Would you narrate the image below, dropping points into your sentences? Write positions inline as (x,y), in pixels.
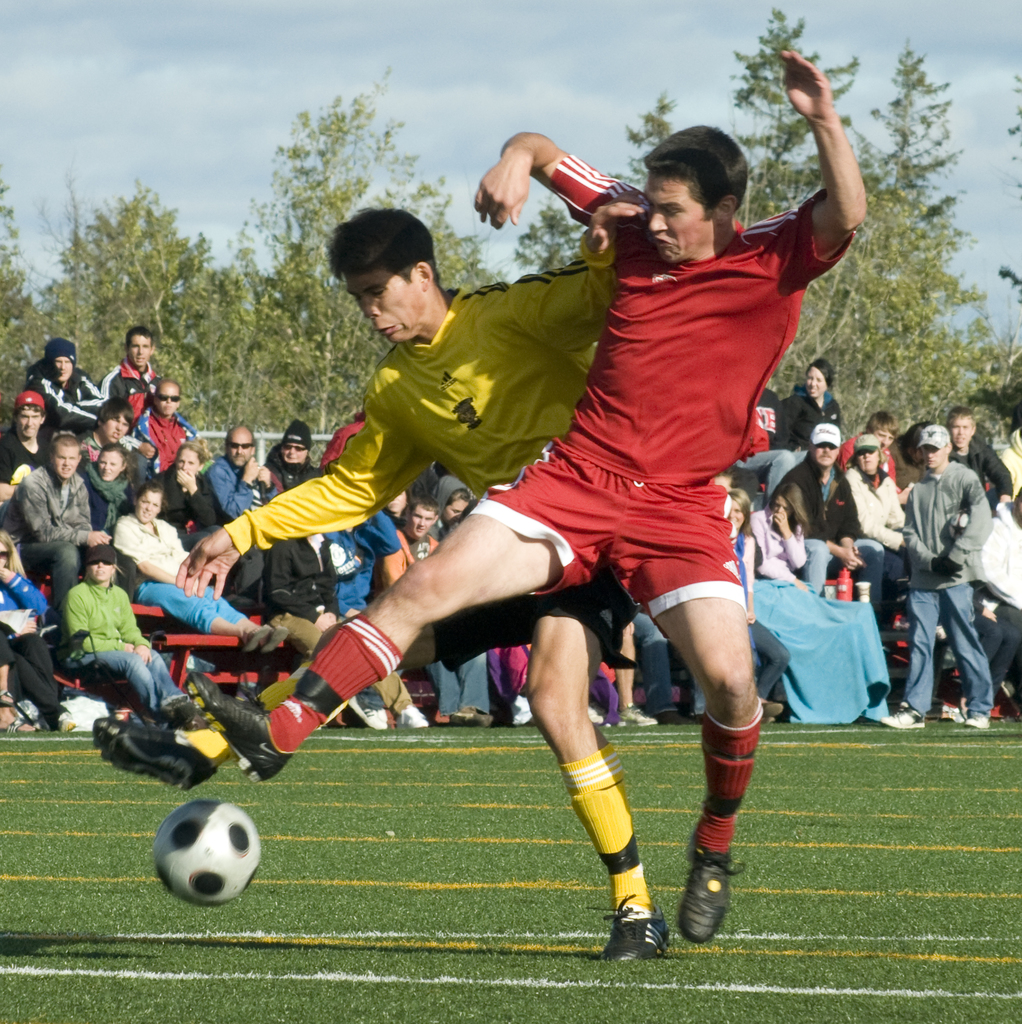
In this image there are two football players (495,544) pushing each other to kick the ball (171,848) which is in front of them. In the background (212,476) there are spectators (306,459) who are watching the game. Behind the spectators (952,539) there are trees (203,262). At the top (203,108) there is sky (200,103).
